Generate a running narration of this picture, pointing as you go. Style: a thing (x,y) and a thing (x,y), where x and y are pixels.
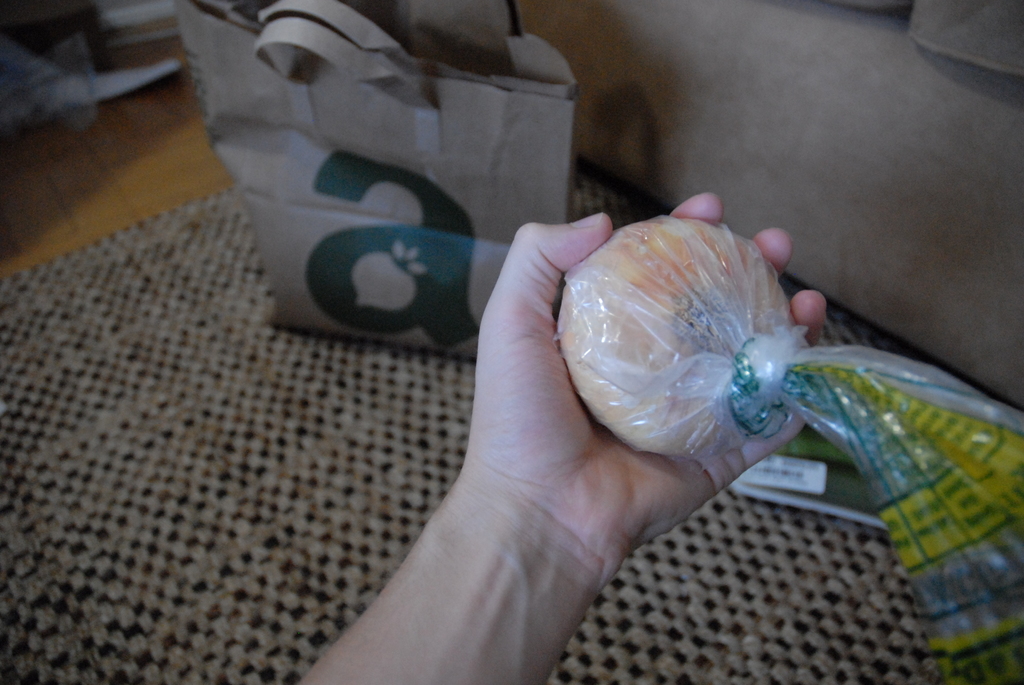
In this picture we can see a person's hand (616,496) who is holding a vegetable (670,350) and plastic cover (733,291). On the floor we can see paper cover (453,101), cloth (738,597) which is near to the wall (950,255).
